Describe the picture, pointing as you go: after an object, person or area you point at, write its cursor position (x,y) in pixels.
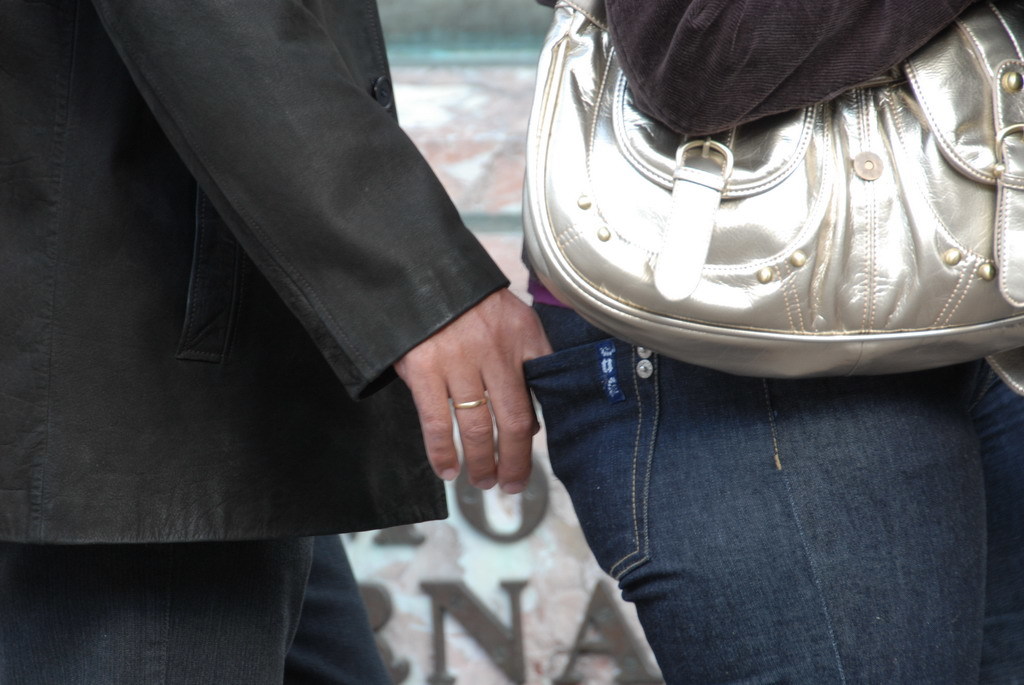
Here there is a person (245,540) who wear coat (239,524), jeans (239,556) is taking out from a woman's pocket (603,351) she is wearing a handbag (625,306).
